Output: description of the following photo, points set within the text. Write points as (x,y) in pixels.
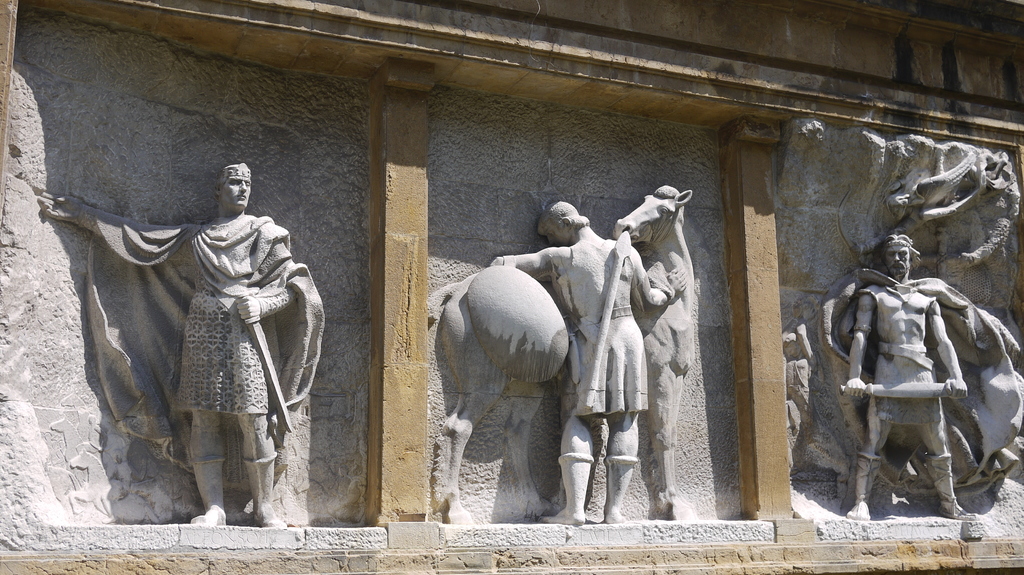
In this image we can see sculptures (878,353), pillars (757,241) and the wall (435,364).
